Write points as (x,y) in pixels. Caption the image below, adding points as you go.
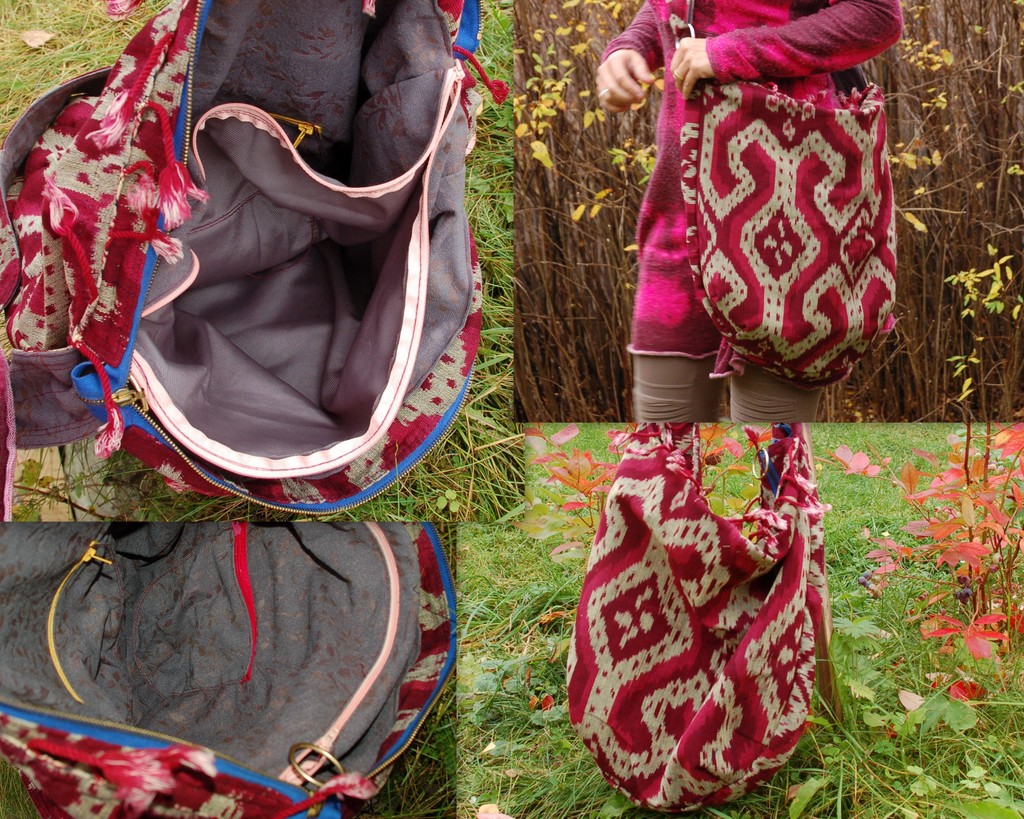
This is a collage image and in the right side (826,187) we can see a person (732,44) having a handbag (778,196) and at the bottom right (723,770) we can see only handbag (608,629) placed on grass (842,594) and at the top left (324,123) we can see handbag (249,257) and the bottom left (210,669) also we can see handbag (198,664) opened.
